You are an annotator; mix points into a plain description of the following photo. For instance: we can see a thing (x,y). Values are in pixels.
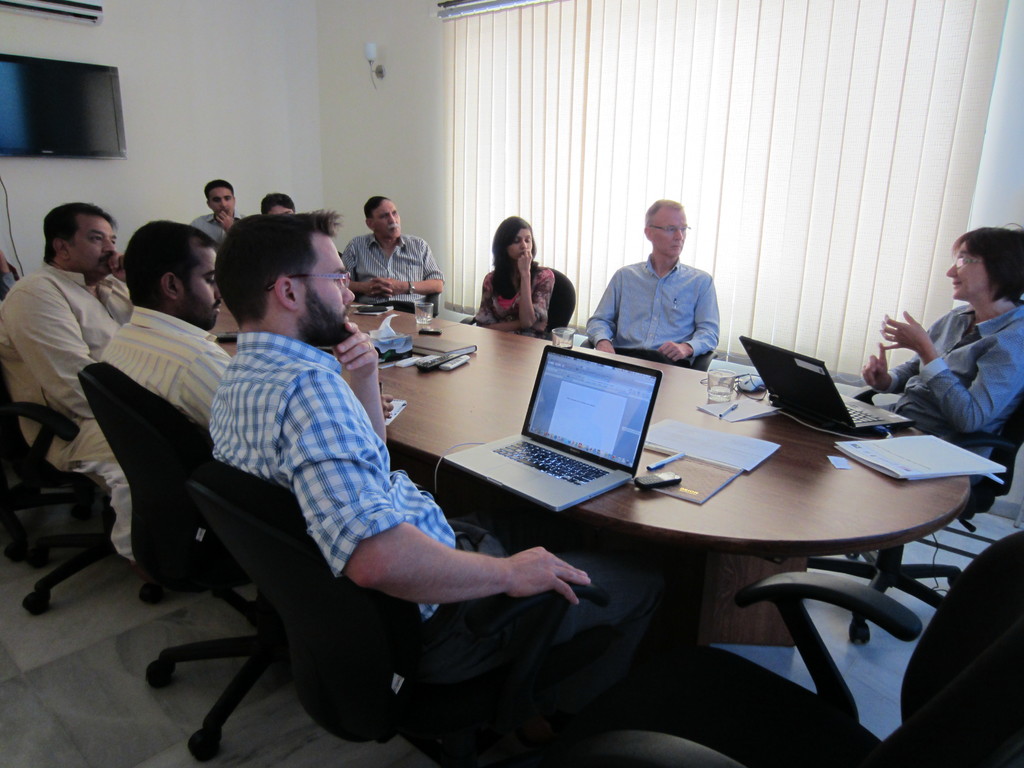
In this picture we can see a group of people (125,555) sitting on chairs (340,634), in front of them we can see a table (747,532), laptops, files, books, papers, pens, glasses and some objects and in the background (318,158) we can see a wall (286,143), television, air conditioner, curtain (792,210), light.
